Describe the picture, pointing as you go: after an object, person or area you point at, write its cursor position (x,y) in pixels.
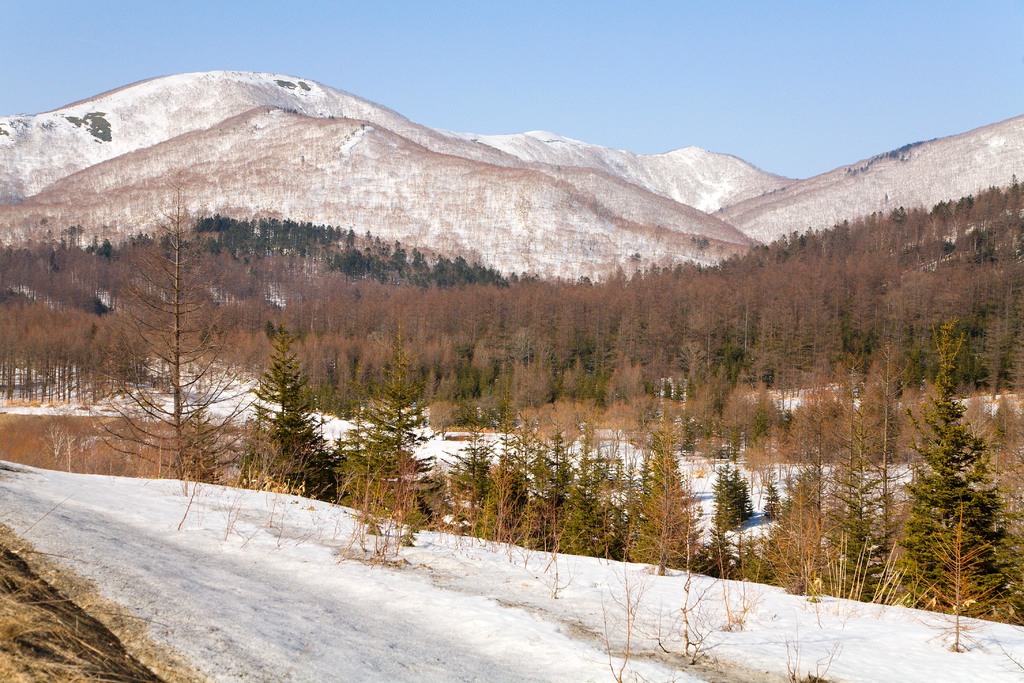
In the picture we can see a snow pathway (182,509) on it, we can see some plants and beside it also we can see some plants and trees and behind it, we can see some part of the snow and behind it, we can see full of trees (820,354) and hills (612,171) with a snow (502,165) and behind it we can see a sky (488,89).
